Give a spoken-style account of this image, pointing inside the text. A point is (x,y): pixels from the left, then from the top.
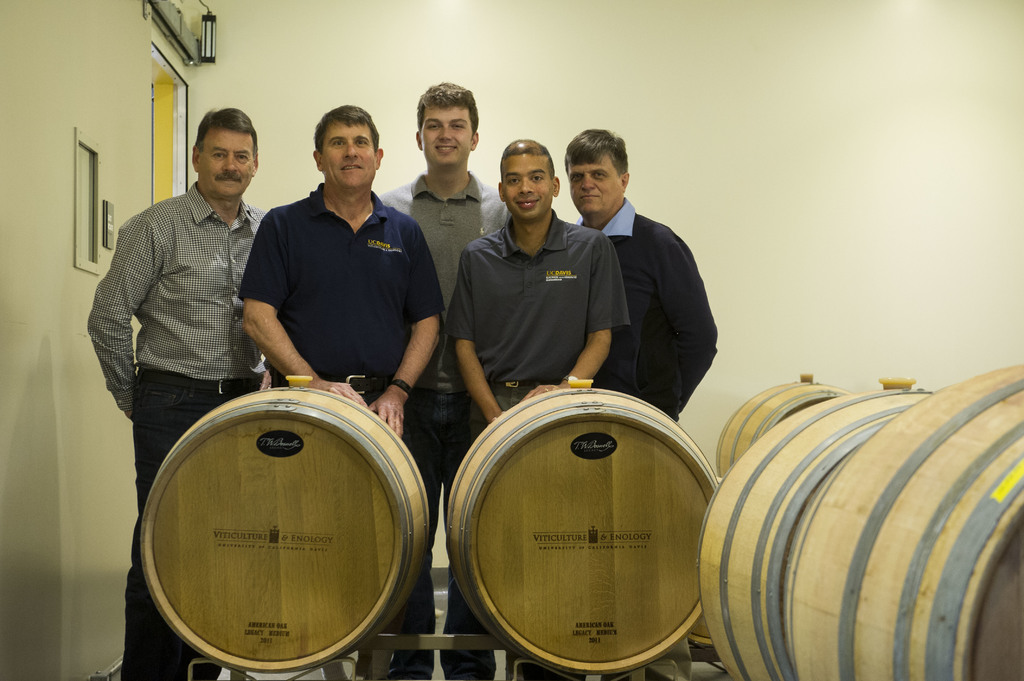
In this image we can see a group of people (456,271) standing on the floor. We can also see some wooden drums (686,589). On the backside (716,254) we can see a wall (574,217) and a door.
